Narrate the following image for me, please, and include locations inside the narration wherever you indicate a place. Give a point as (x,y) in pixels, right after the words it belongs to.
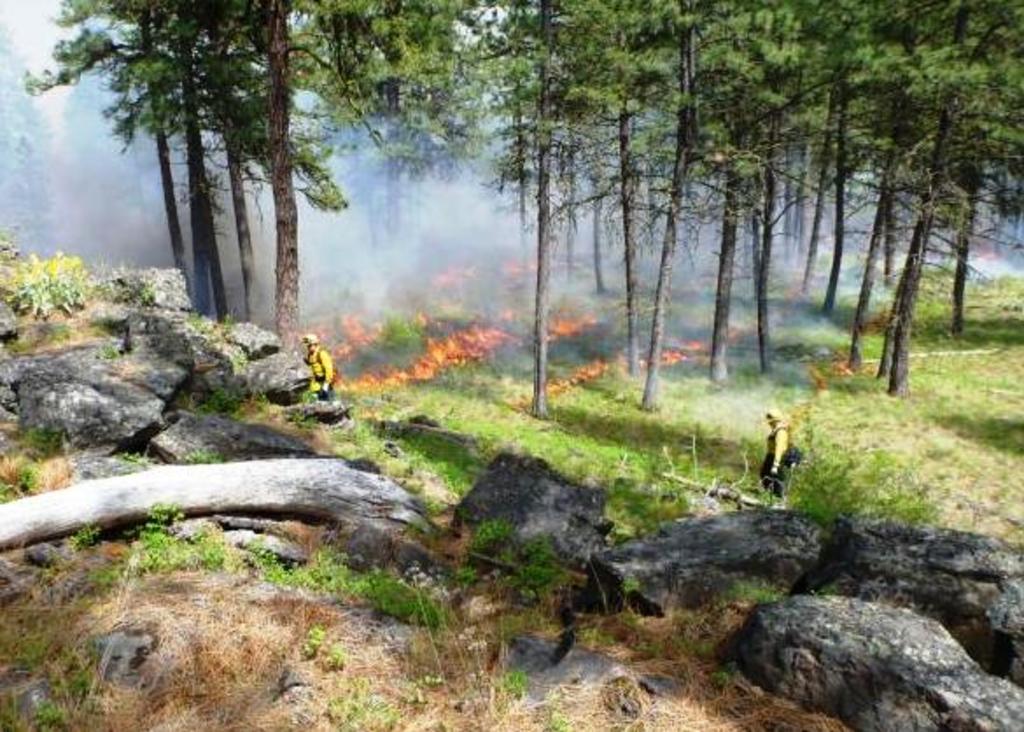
In this image the forest (474,377) is on fire (433,344), there are two firefighters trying to put off the fire (394,374), in this image there are trees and rocks (172,318).
